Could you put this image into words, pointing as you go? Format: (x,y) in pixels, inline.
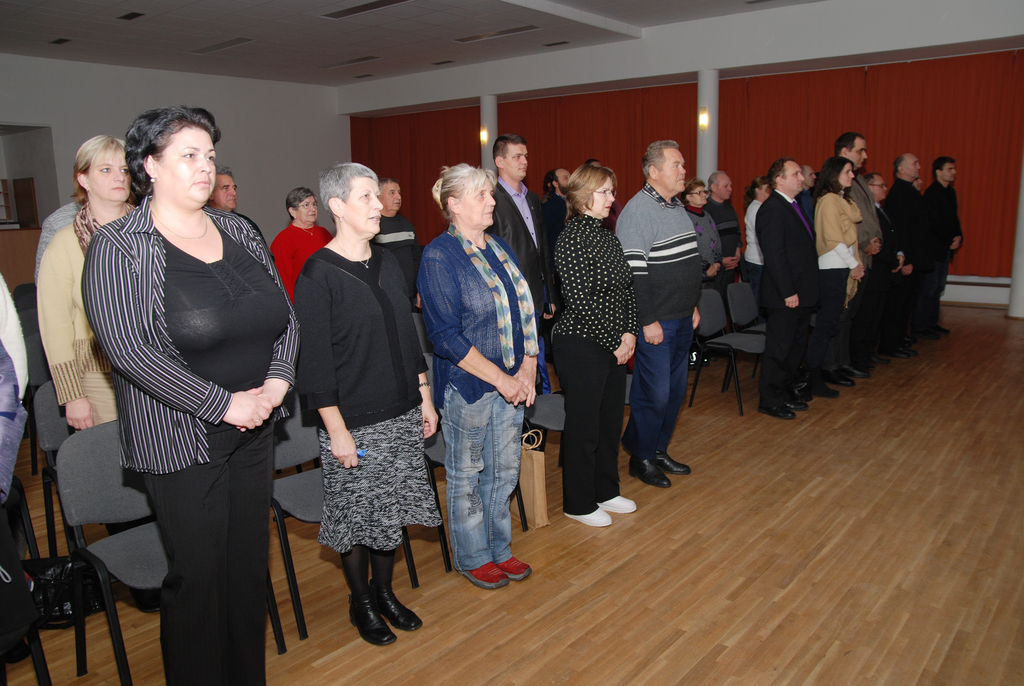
In this image it looks like a hall (516,68) in which there are so many people (710,243) who are standing on the floor (662,547) one beside the other. There are chairs (93,455) behind them. At the top (237,51) there is ceiling (179,29). In the background (270,136) there is a wall (290,145) to which there are lights (705,116).
